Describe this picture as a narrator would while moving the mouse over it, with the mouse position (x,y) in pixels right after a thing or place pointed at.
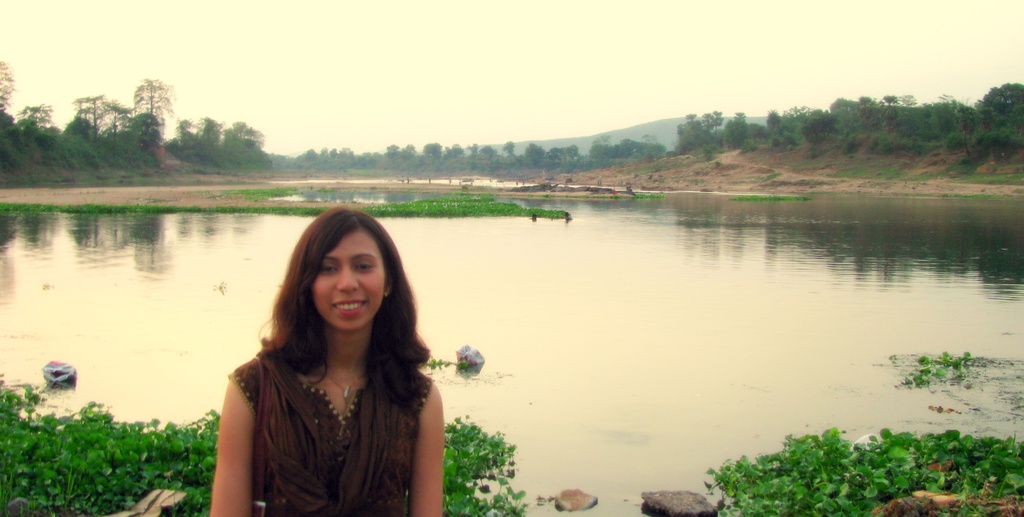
In this image we can see a woman (347,278) wearing brown color dress (363,405) is standing here and smiling. Here we can see plants (160,421) floating on the water (624,373), stones (673,502), trees (107,142), hills (648,128) and the plain sky (581,48) in the background (382,96).
